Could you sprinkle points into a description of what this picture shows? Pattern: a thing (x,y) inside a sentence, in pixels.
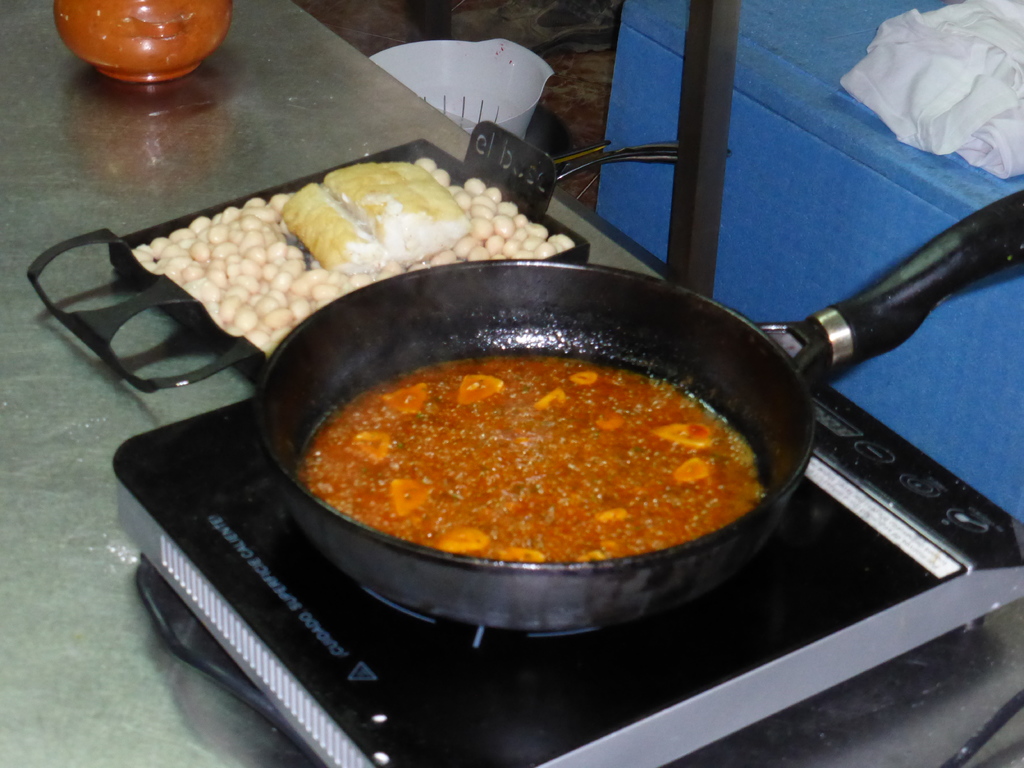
In this picture we can see an induction stove (238,635) on the platform (160,655) and on the induction stove (309,620) there is a pan (464,526) with some soup (477,499). On the left side of the induction stove (126,463) there is a tray (133,302) with some food items (276,249). Behind the induction stove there is a blue object (788,157), cloth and other things (515,102).
